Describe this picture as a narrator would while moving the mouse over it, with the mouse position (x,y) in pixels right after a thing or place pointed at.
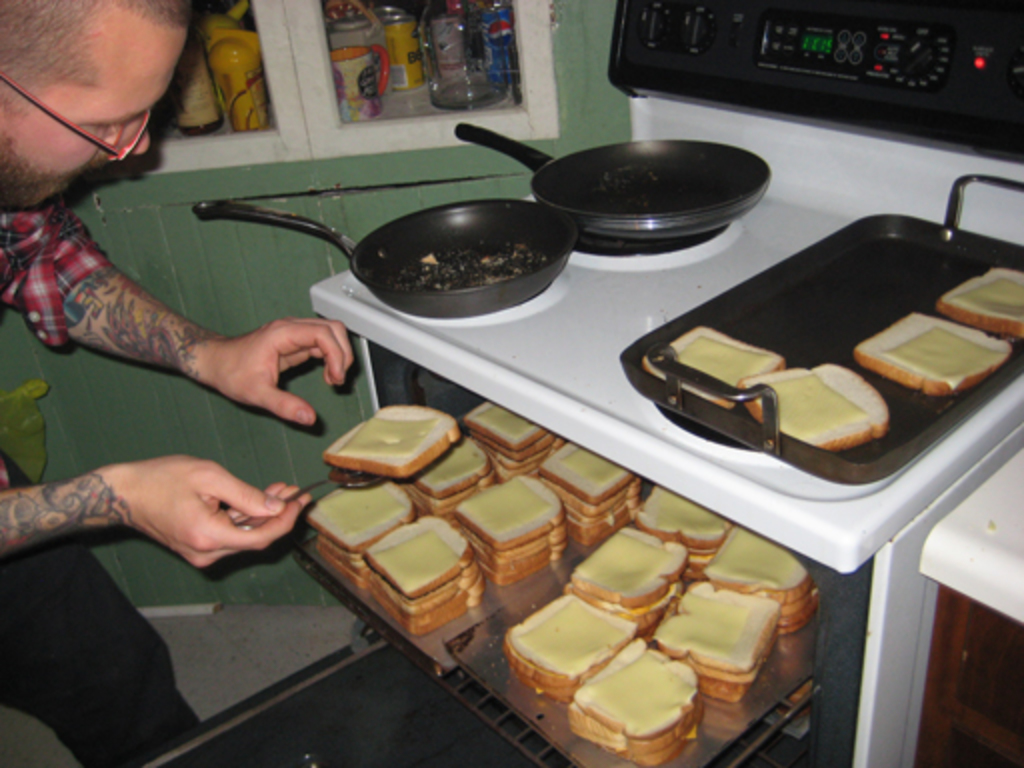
This is an inside picture of the room (212,436), we can see some pans (450,231), breads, stove (485,349) and a person (120,753) holding an object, in the background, we can see a cupboard (251,145) with some bottles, also we can see some breads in the pan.
